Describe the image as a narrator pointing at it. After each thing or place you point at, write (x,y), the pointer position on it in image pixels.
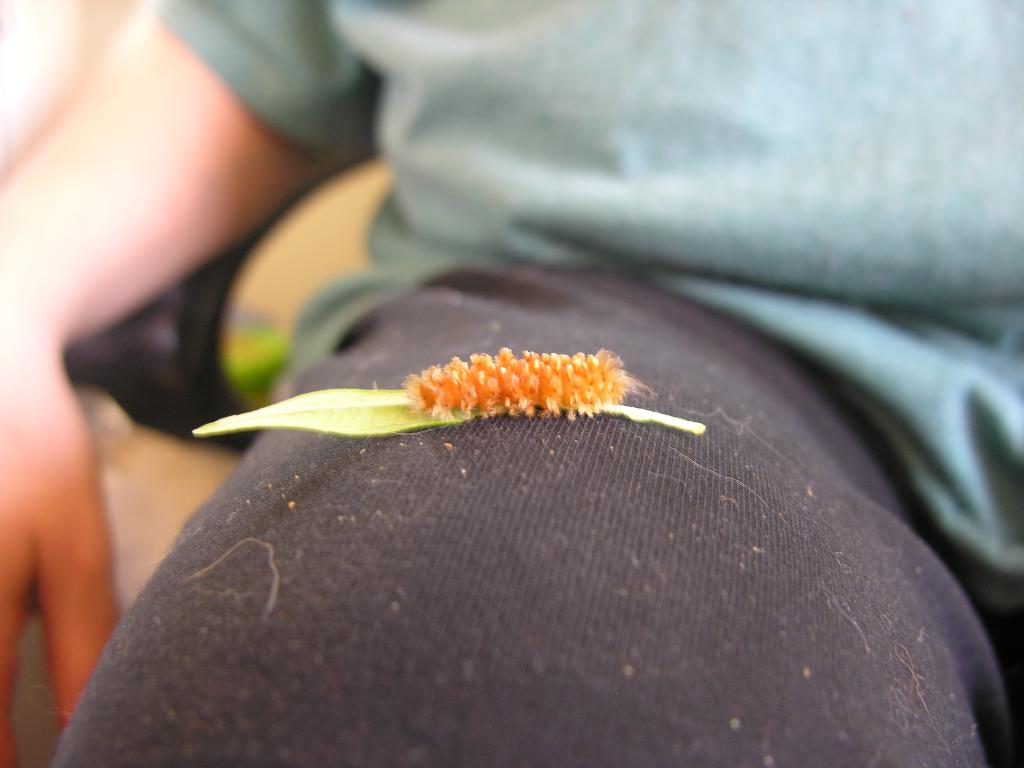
In this image, we can see the thigh (531,592) of a person (614,476) with an object (579,385).
